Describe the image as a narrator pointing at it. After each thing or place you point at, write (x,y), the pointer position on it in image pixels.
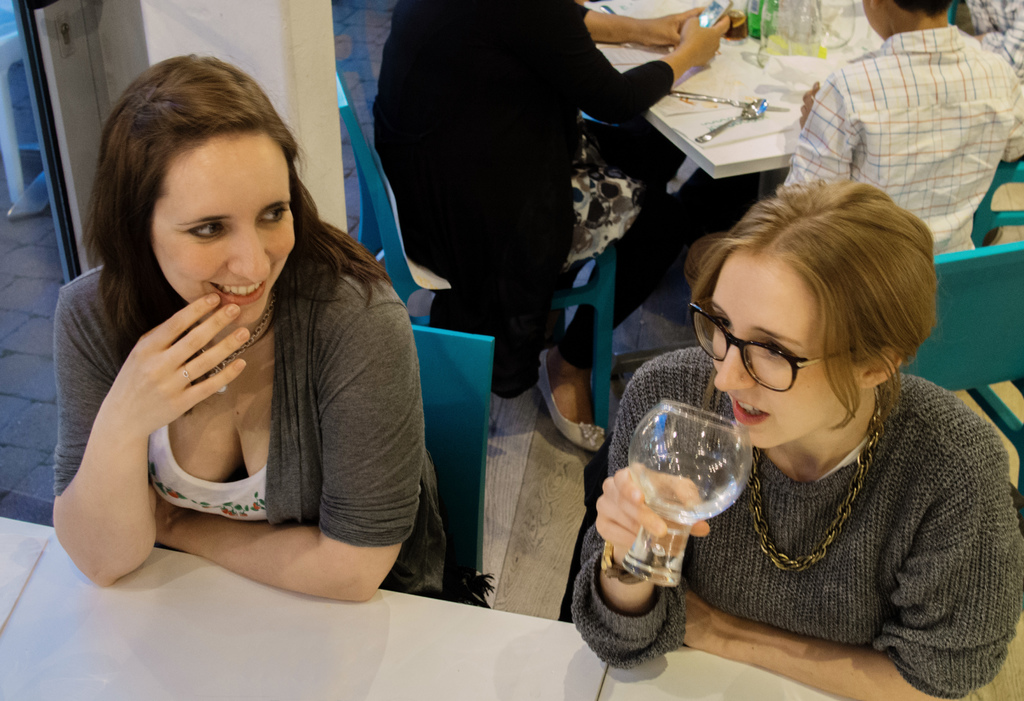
In this picture there are people (343,413) sitting on chairs (478,475), among them there is a woman (727,532) holding a glass (730,462). We can see tables (501,695) and floor (494,471), on the table (754,122) we can see objects (708,101) on the table (708,101).
